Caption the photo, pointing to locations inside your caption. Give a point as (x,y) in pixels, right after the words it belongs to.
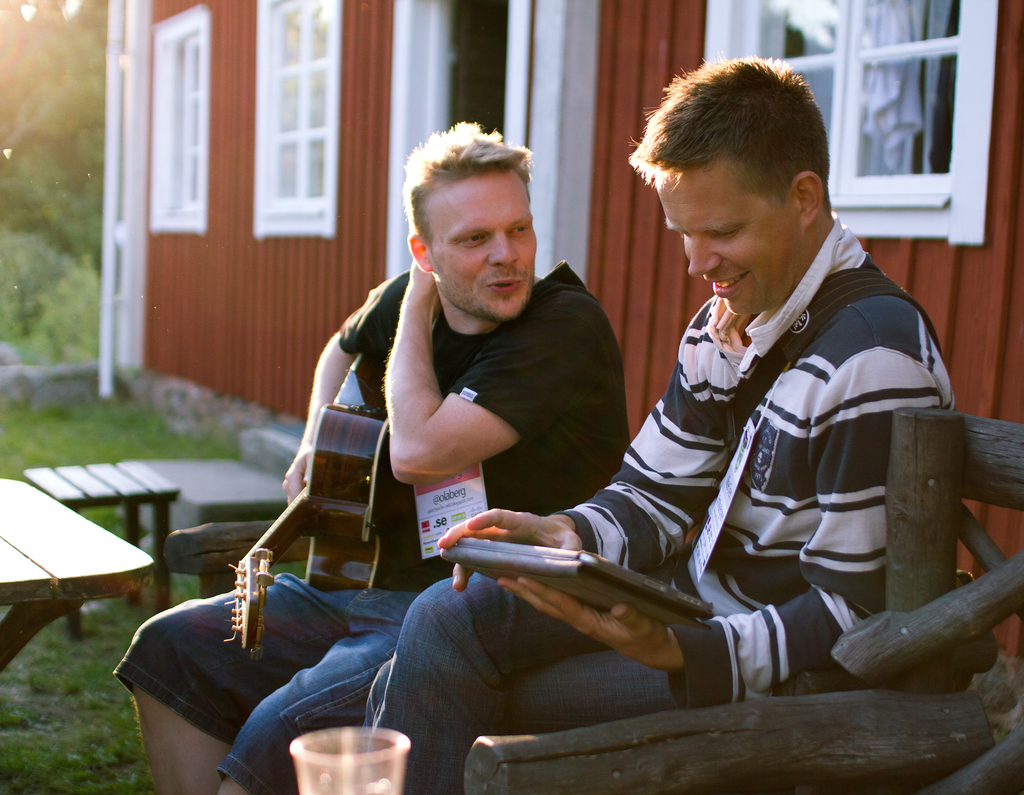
In this picture I can see two persons (645,562) sitting, a person (607,417) holding a guitar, another person (419,620) holding an object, there is a table (11,551), there is a glass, stool (86,478), there is a house (274,166) with windows (286,204) and there are trees (80,147).
